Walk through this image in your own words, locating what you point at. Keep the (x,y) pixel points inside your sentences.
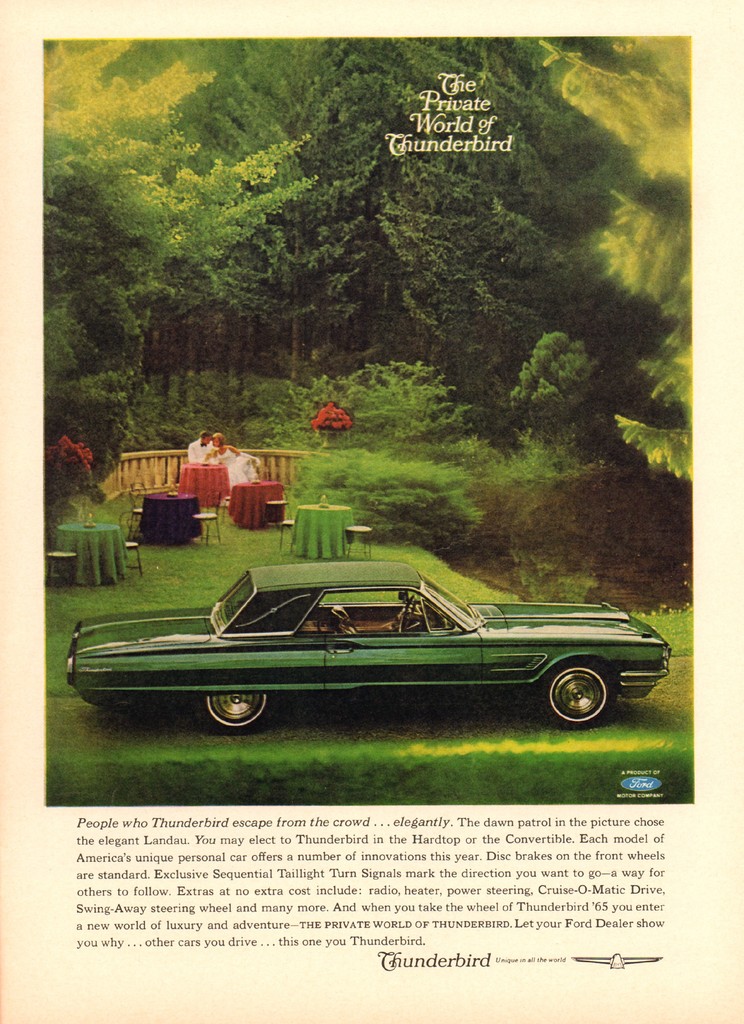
In this image there is a page (338,831) on which text (344,913) is printed, there are trees (335,223), there are tables (183,510), there are chairs (291,527), there are two persons (207,456) sitting on the chair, there is a green color car (342,650), there is grass (264,788).
